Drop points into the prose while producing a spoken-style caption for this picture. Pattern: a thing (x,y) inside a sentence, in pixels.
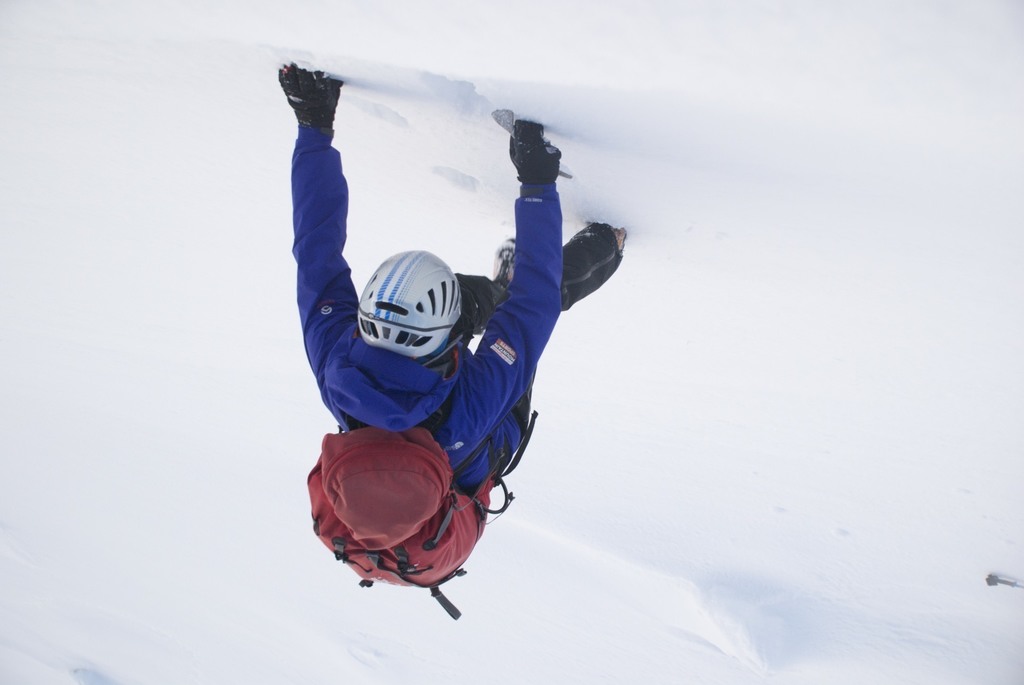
In this image, there is a person (311,329) wearing clothes (455,390), bag (380,469), helmet (422,274) and gloves (316,98). I think this person (306,109) is climbing on the snow (451,110).
